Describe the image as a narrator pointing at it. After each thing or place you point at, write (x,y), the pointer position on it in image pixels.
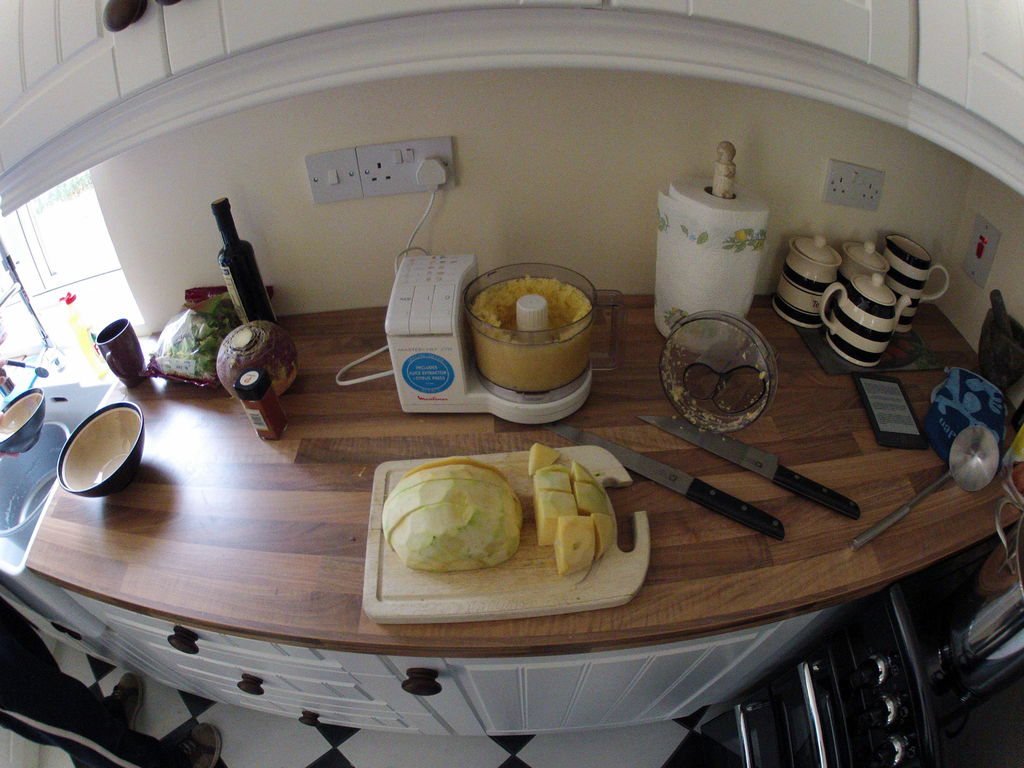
There is a vegetable item (480,522) on the chopping pad (369,568), knives (715,500), ceramic utensils (879,309), bowl (90,443), mug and other kitchenware items (594,309) in the foreground (586,351), there are cupboards (651,686) at the top (140,25) and bottom of the image (603,712), it seems like a window (57,244) and sink (33,483) on the left side (49,443).
